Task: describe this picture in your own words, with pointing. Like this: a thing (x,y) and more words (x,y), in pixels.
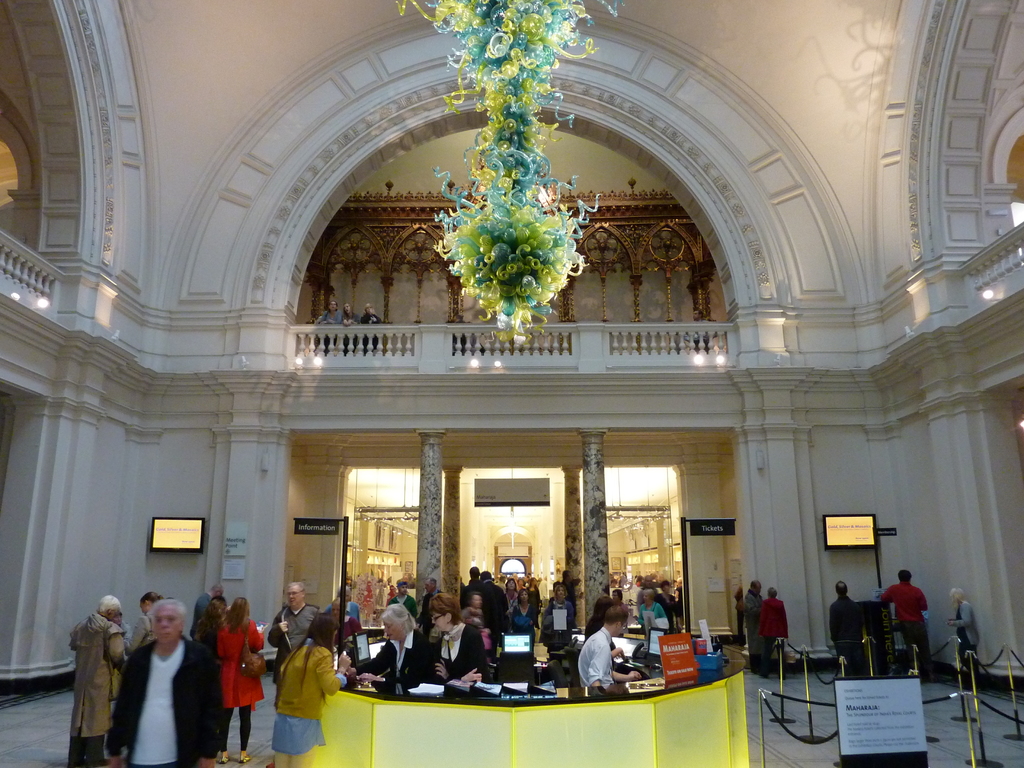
In this image at the bottom (526,583), there are many people (435,668), monitors (509,670), papers (543,683), posters (677,664), pillars (459,559). In the middle (532,425) there are some people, lights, decorations (524,212) and wall (279,132).
